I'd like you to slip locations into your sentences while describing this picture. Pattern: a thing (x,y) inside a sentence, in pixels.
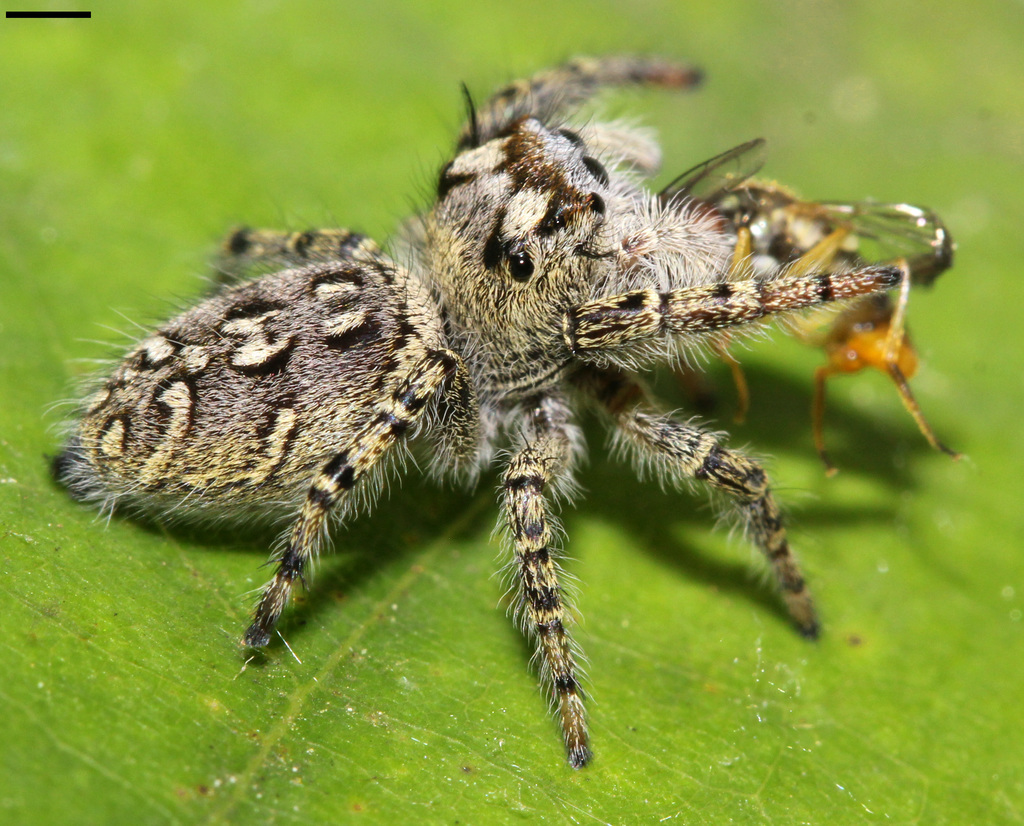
In the image we can see there is a spider (393,375) standing on the leaf (468,633).
